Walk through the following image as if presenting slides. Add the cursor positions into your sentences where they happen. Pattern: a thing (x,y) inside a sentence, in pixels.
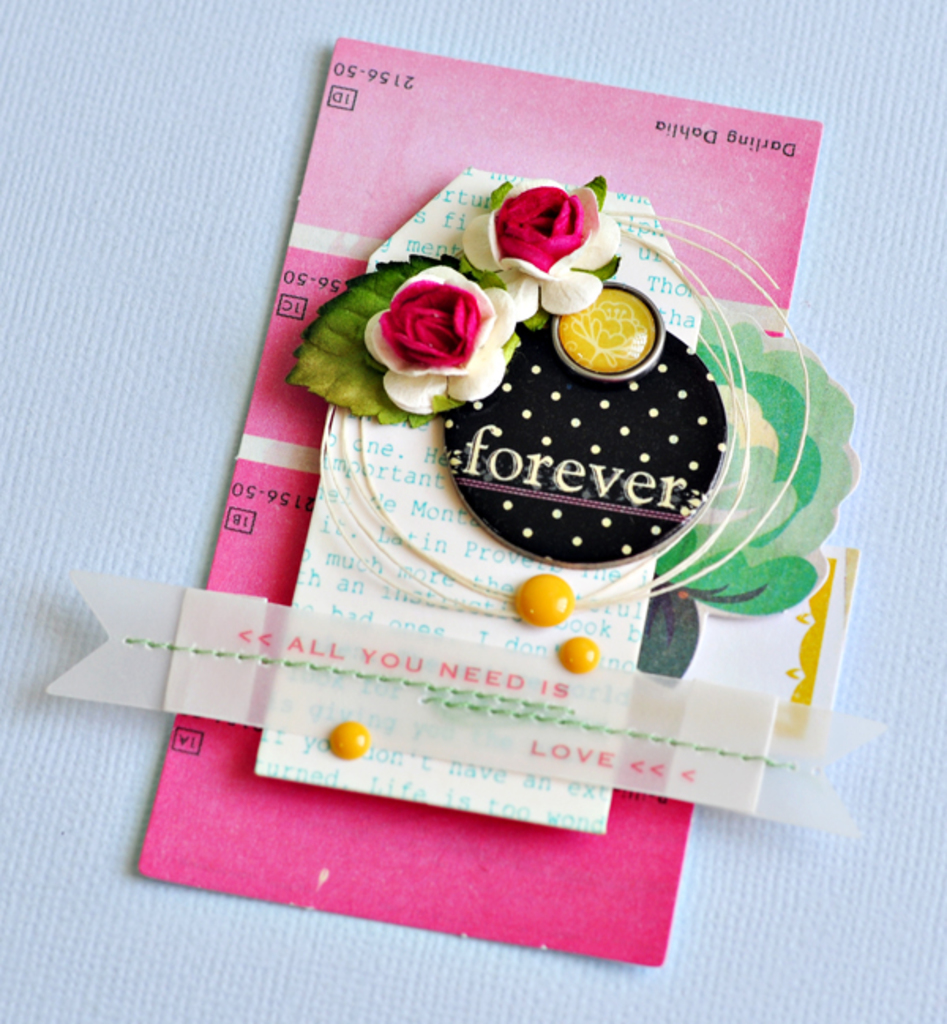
In this picture I can see greeting card (587,658) and I can see text (450,643) and blue color background (100,82).
